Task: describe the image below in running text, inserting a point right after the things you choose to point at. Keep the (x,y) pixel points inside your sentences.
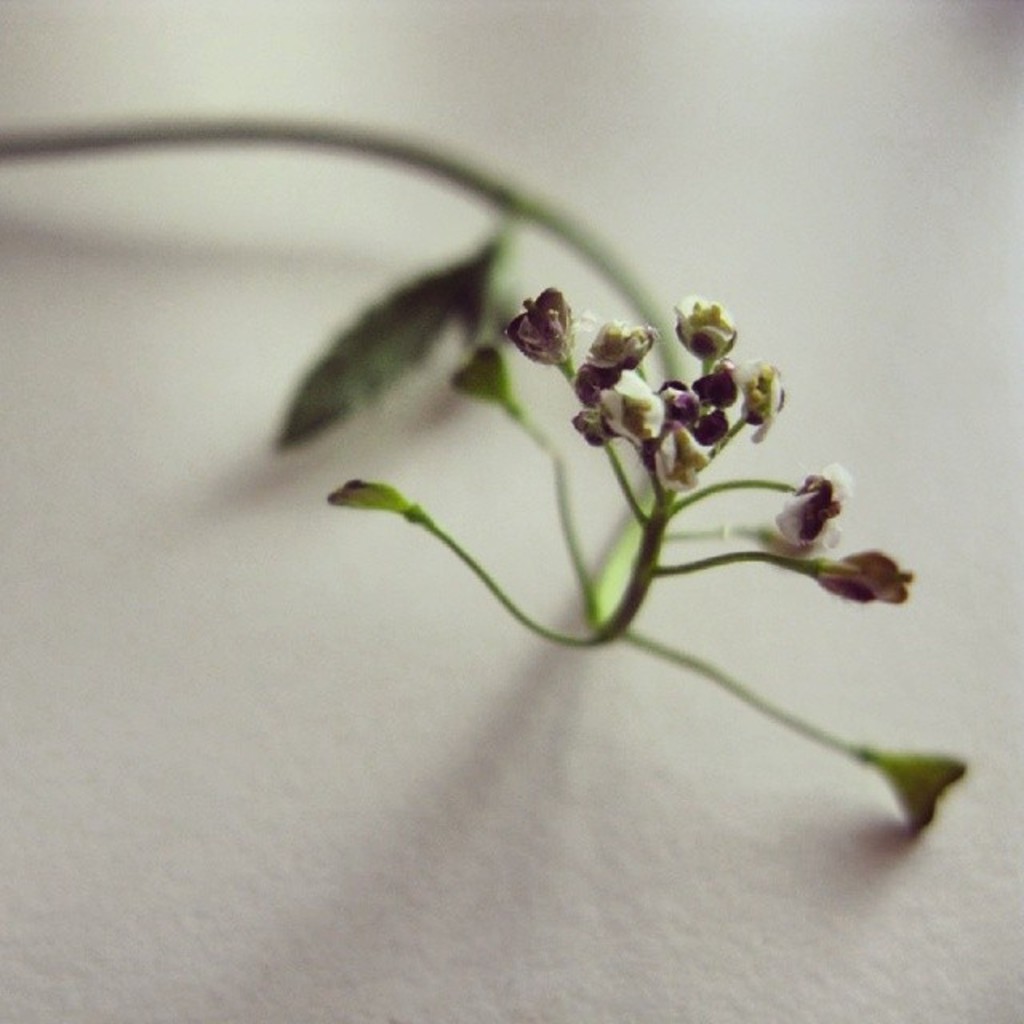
In the image we can see some flowers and stem (161,139) on a surface (578,55).
